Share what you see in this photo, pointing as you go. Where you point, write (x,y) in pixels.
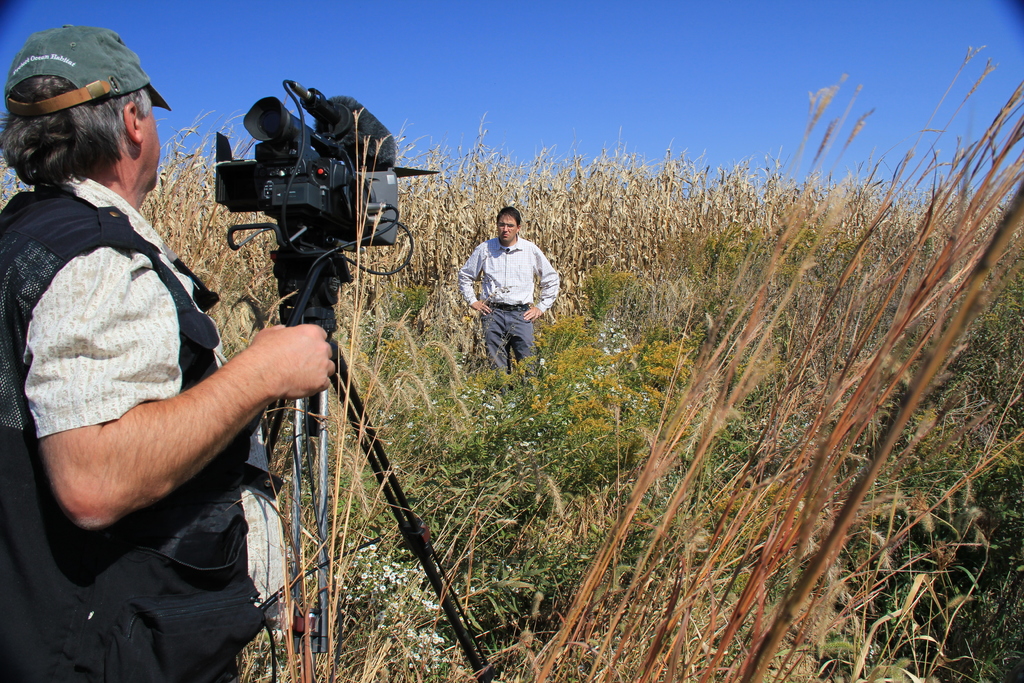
In the picture I can see a person (150,449) wearing black color jacket (119,237), cap (22,93) is standing here and there is a camera (270,122) fixed to the tripod stand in front of him and here I can see a person (520,292) wearing a shirt (508,301) is standing in the grass (535,407), I can see the plants (612,270) and the blue color sky (822,121) in the background (748,82).
